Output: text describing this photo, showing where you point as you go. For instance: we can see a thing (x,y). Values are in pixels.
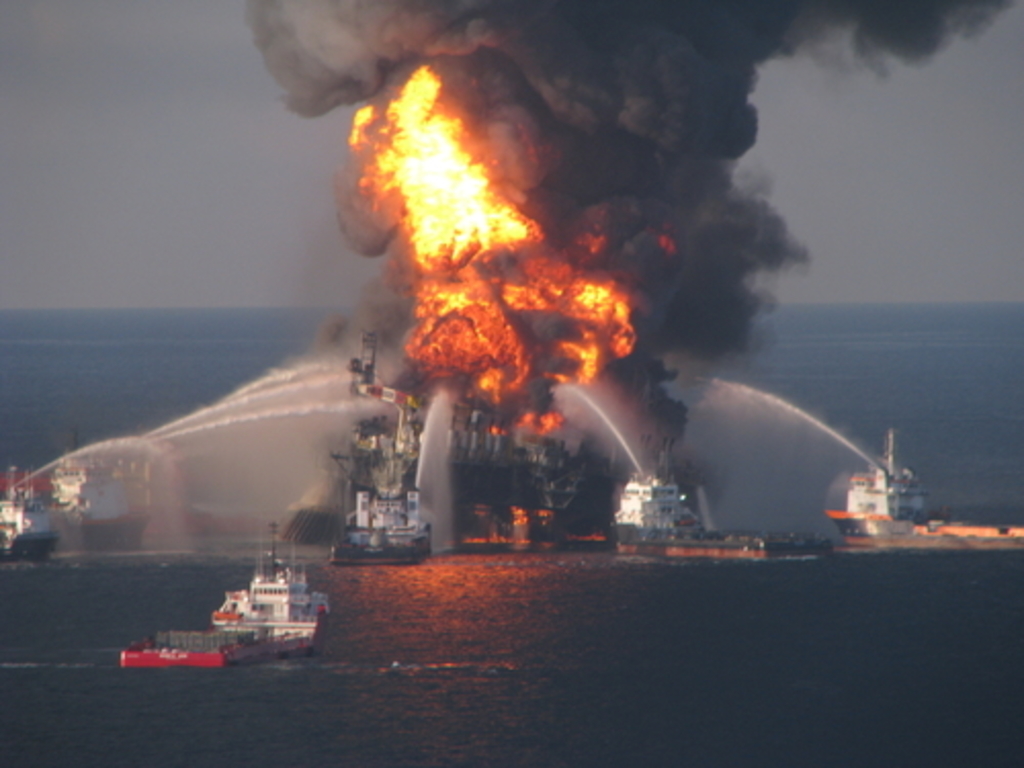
In this image there are ships (92,517) on the sea (176,383) spraying water (217,428) on the fire (506,357).
